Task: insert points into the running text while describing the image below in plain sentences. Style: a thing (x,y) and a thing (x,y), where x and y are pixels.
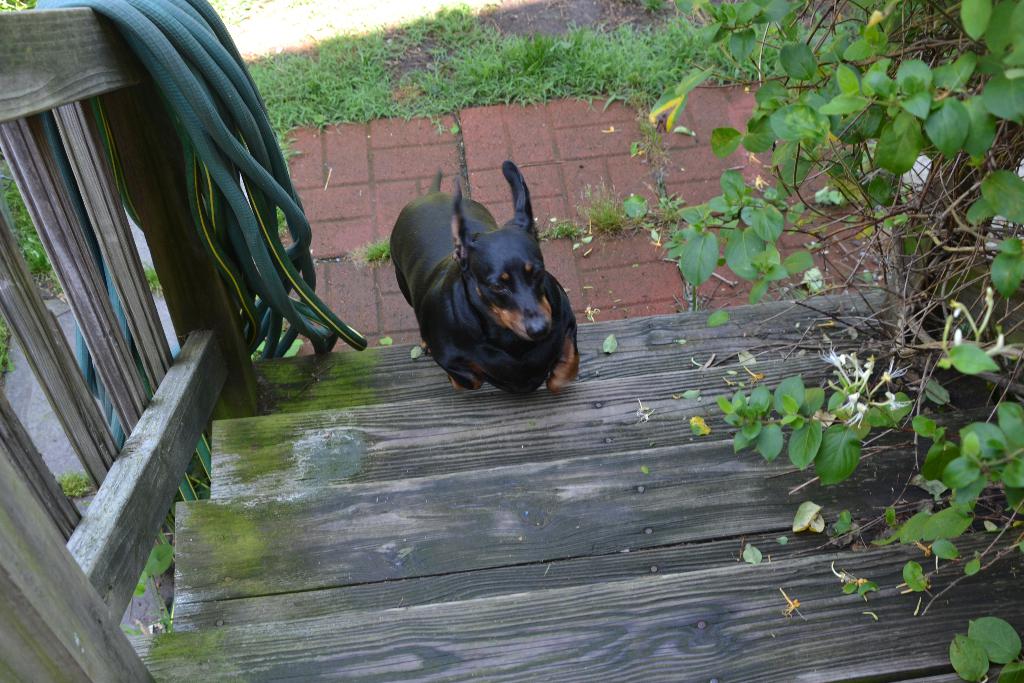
In this image, we can see some grass (498,81) and plants (728,180). There is a staircase (527,598) at the bottom of the image (650,550). There is a dog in the middle of the image (517,356). There is a pipe (167,22) in the top left of the image (247,68).
